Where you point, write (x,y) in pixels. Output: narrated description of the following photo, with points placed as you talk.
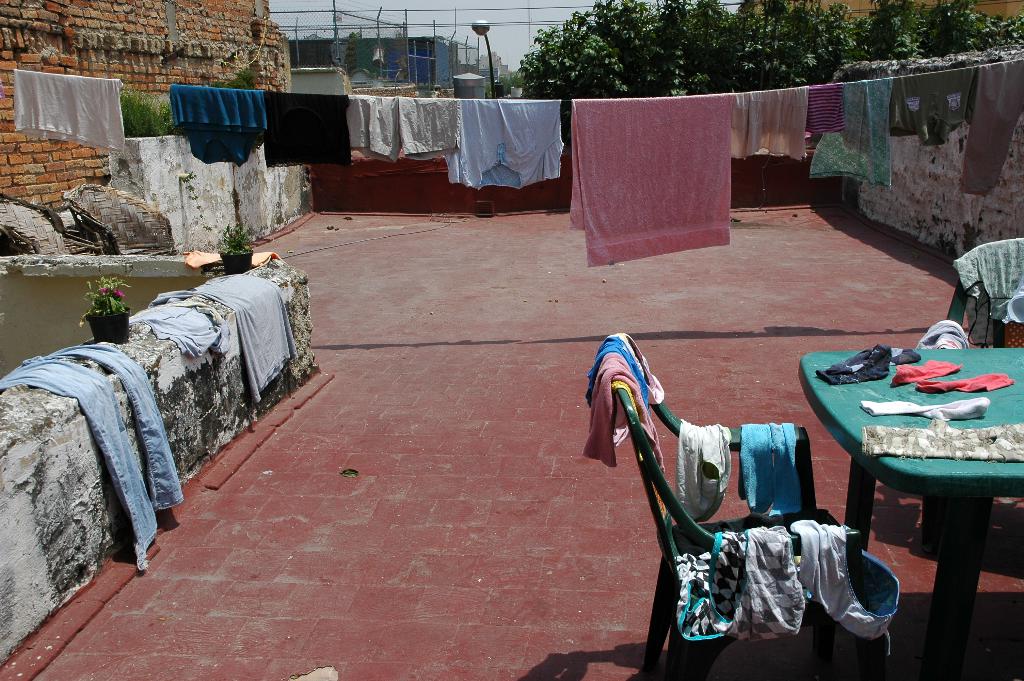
This picture is taken on the top of a building (377,375). In the foreground of the picture (987,476) there is a table (1003,395) and chairs (783,505), on the table (844,419) and chair (702,538) there are clothes (751,439). On the left (202,269) there is a wall (138,260) on the wall (126,423) there are clothes (170,326) and flower pots (110,324). In the center of the picture (635,244) there is a wire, on the wire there are clothes (401,112). On the top left (116,39) there is a brick wall (235,43). on the top right (758,27) there are trees (655,47). In the center of the background (470,68) there is a street light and fencing (407,47) and building (425,50). Floor (337,432) is in red color.
